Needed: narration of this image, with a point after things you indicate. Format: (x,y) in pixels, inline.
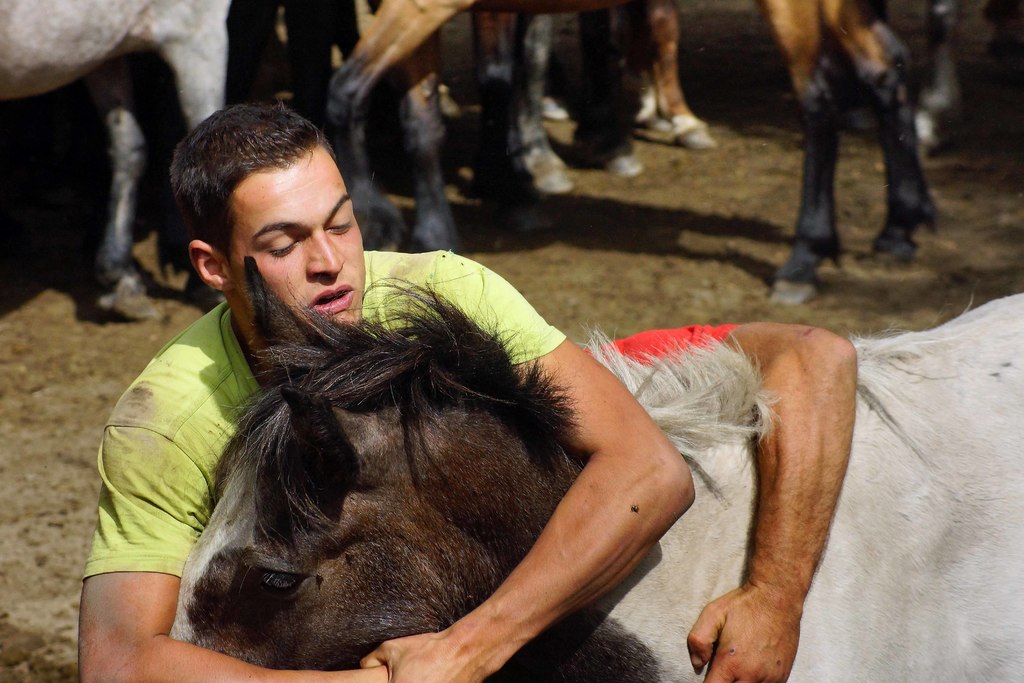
In this picture there is a man (180,359) with the green t-shirt (219,417) is holding the animal (400,485) with his hands (444,661). In the background (170,6) there are some animal legs (626,108).
